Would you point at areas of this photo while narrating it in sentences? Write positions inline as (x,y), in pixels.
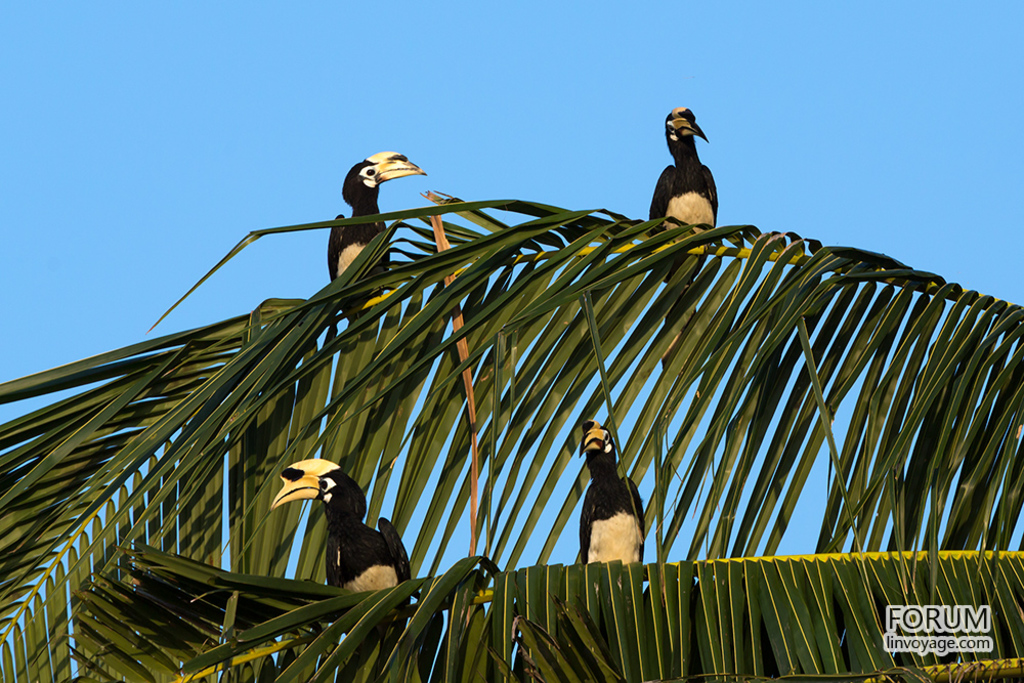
In this picture we can see the birds (354,496) are sitting on the stems (552,476). In the bottom right corner (929,640) we can see the text (980,648). In the background of the image (224,90) we can see the sky (949,217).
